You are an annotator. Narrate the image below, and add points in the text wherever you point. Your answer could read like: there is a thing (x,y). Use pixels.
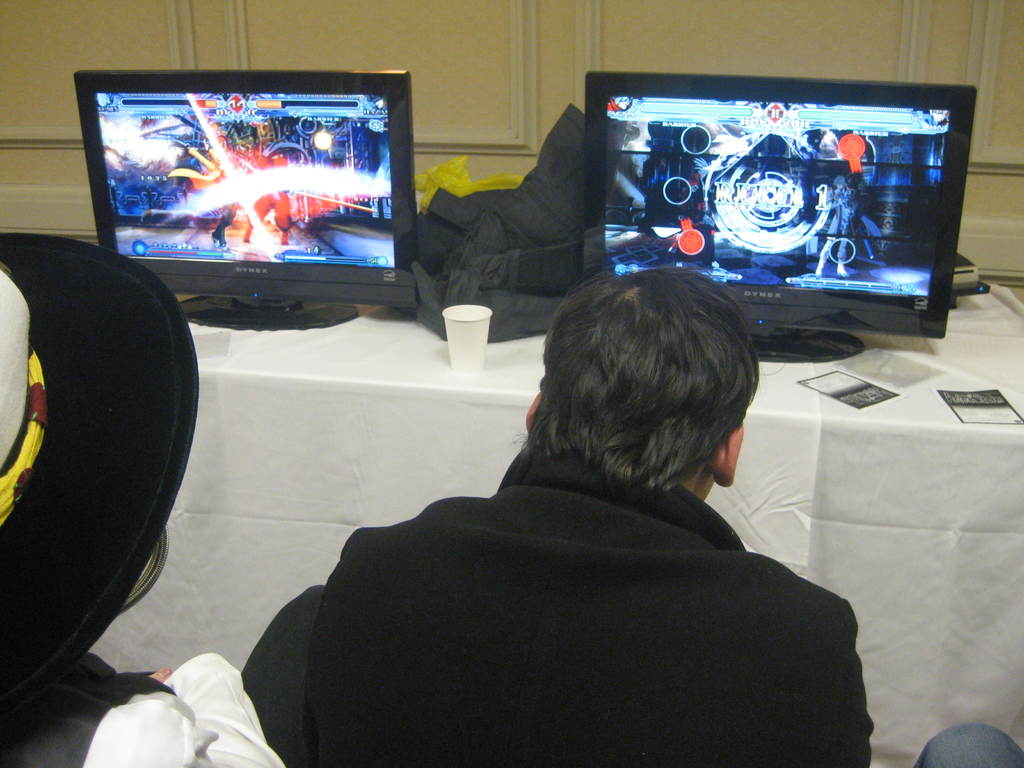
In this image I can see two persons (582,586), the person (582,586) in front (582,571) is wearing black color shirt (582,601). I can also see two screens (754,175), a glass (463,330) and a gray color object (471,255) on the table (410,323). Background (801,14) the wall (540,36) is in cream color.
